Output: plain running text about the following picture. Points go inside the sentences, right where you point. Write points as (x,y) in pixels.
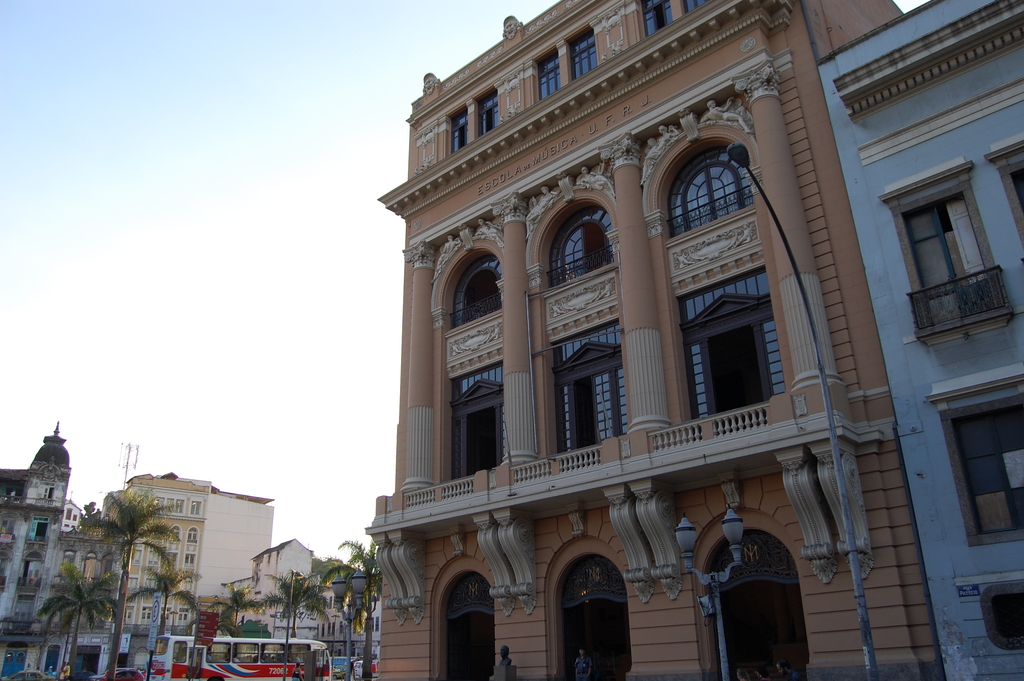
In the foreground of this image (809,575), on the right (746,596), there are light poles (864,609) and the buildings (733,220). In the background (372,606), there are trees (239,596), buildings (270,552), a bus (297,645), few boards (157,633), a tower (130,456) and the sky (188,232).
